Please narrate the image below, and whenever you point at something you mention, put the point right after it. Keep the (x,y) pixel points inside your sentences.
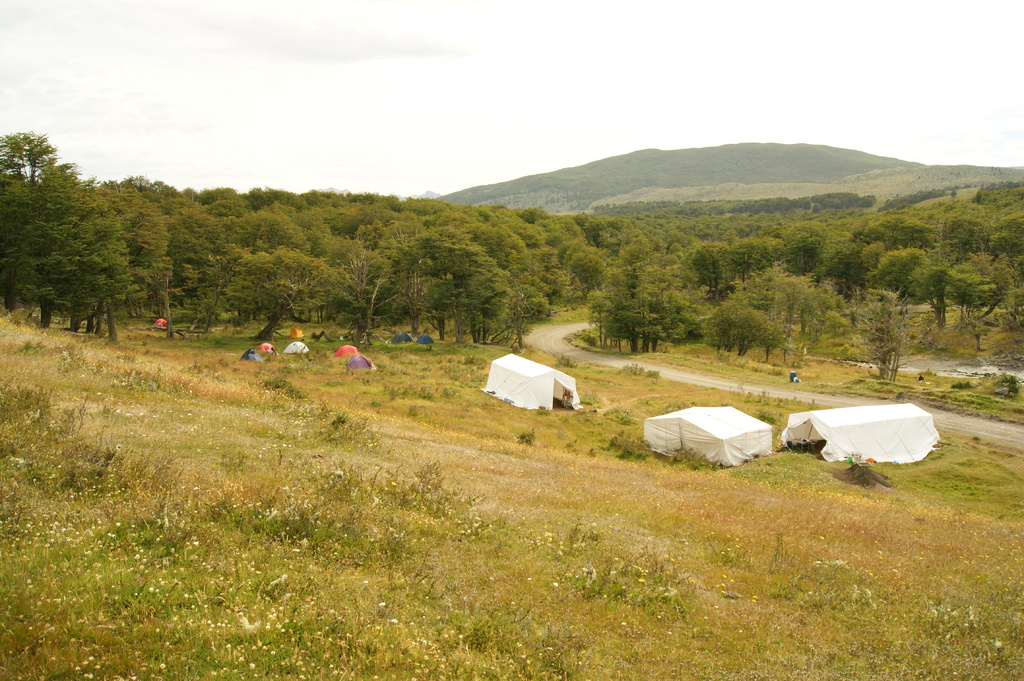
In this image we can see some tents (740,425) on the ground (350,373). In the foreground of the image (379,588) we can see some plants (251,527) and grass (110,366). In the center of the image (372,276) we can see a group of trees (322,293). On the right side of the image (748,176) we can see hills (833,172). At the top of the image (672,78) we can see the sky (325,40).
